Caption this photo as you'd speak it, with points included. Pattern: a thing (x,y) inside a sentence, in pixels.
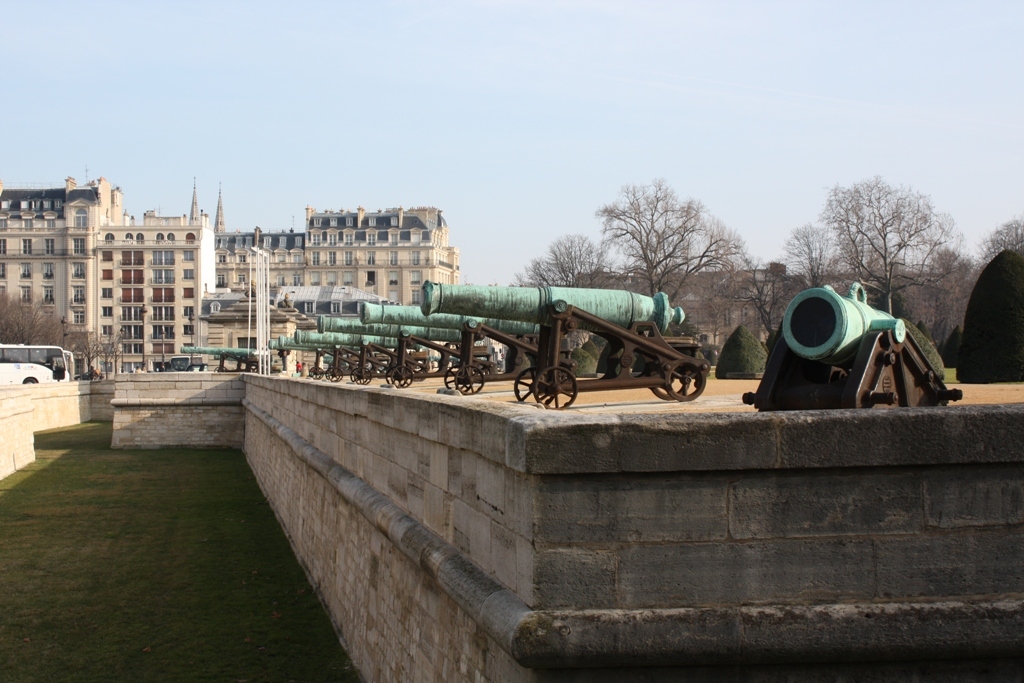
In this picture we can see some cannons (643,344) here, at the bottom (178,598) there is grass (179,585), we can see buildings (291,251) and trees (682,234) in the background (698,230), there is a bus (42,373) here, we can see the sky (272,100) at the top of the picture (301,68).
